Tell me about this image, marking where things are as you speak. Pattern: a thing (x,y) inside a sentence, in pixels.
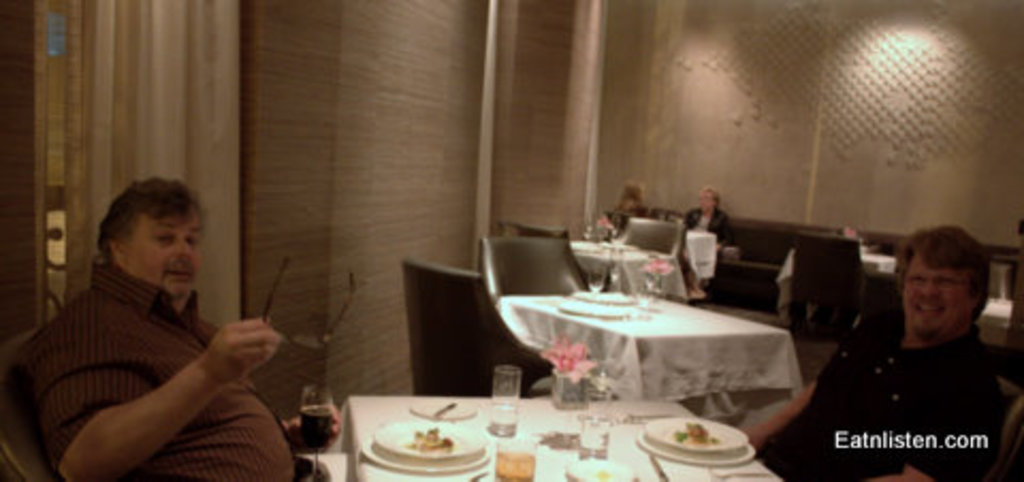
The picture is taken in a restaurant (829,288). In this picture there are tables (593,358), chairs (521,265), couches (728,243) and people (217,355). On the left (197,71) there is a curtain (233,112). In the foreground of the picture (454,398), on the table (644,478) there are glasses (501,421), plates (470,432), spoons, food items (435,429) and flowers (569,363).
